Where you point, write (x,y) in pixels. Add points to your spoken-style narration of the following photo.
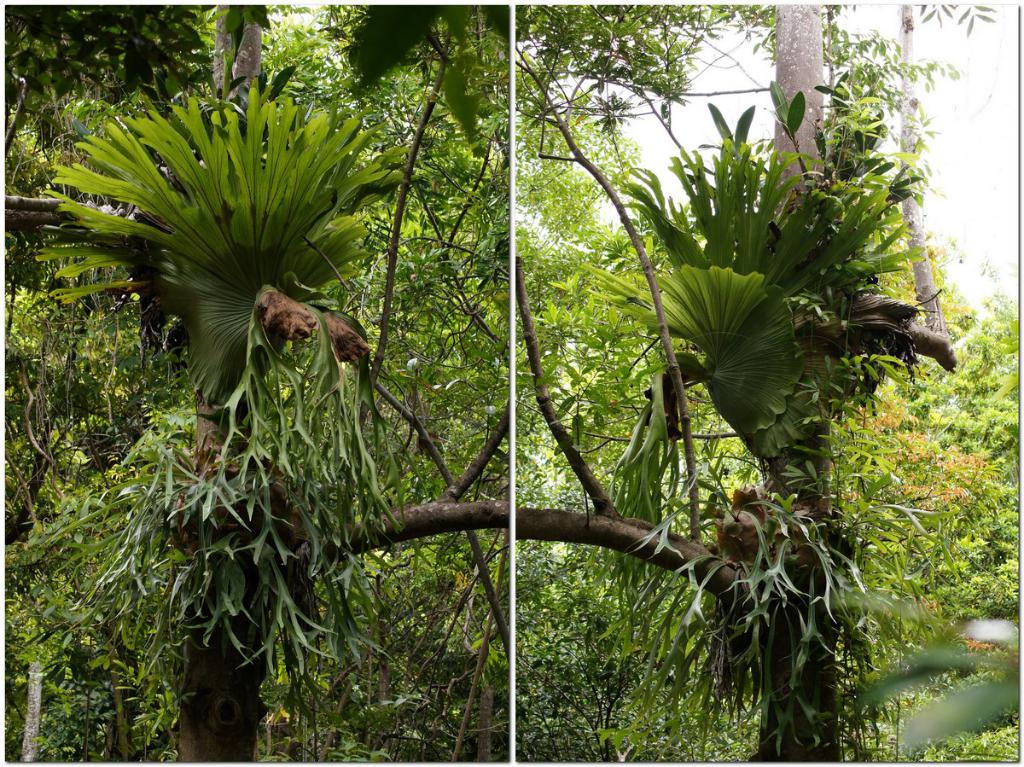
In this image we can see a collage of two pictures in which we can see a group of trees (742,454) and the sky (961,201).
